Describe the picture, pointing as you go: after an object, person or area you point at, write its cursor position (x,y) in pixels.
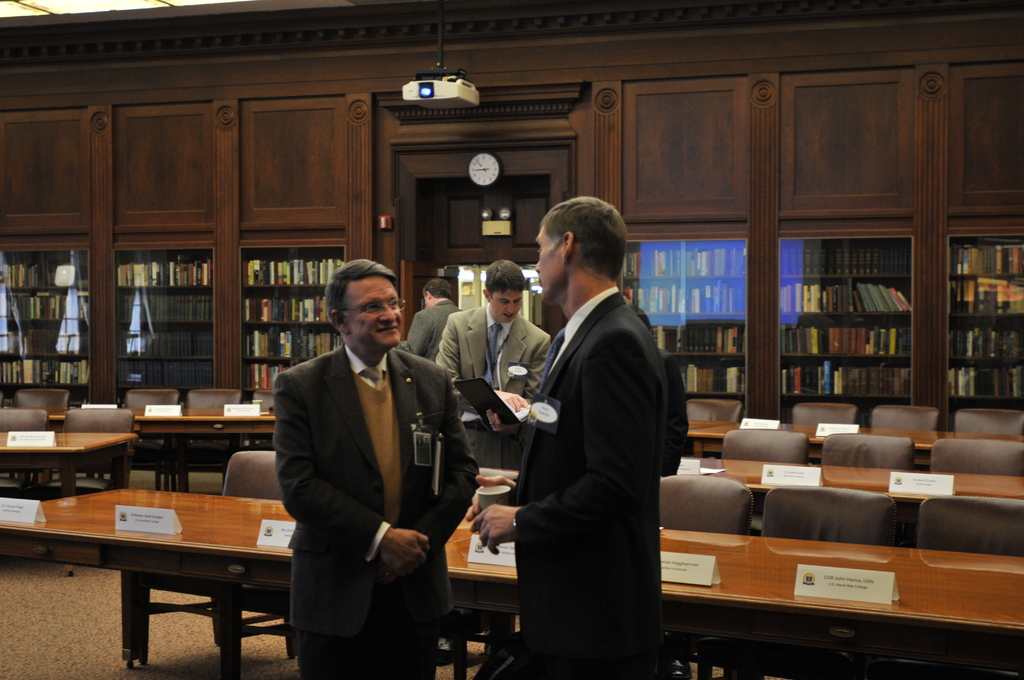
In this image there are group of people (406,503). At the front (391,298) there are persons (577,495) are standing and talking. At the back (257,347) there are books (993,306) in cupboard (1013,318), there are tables (147,590) and chairs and there is a clock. At the top (468,95) there is a projector (451,94).
